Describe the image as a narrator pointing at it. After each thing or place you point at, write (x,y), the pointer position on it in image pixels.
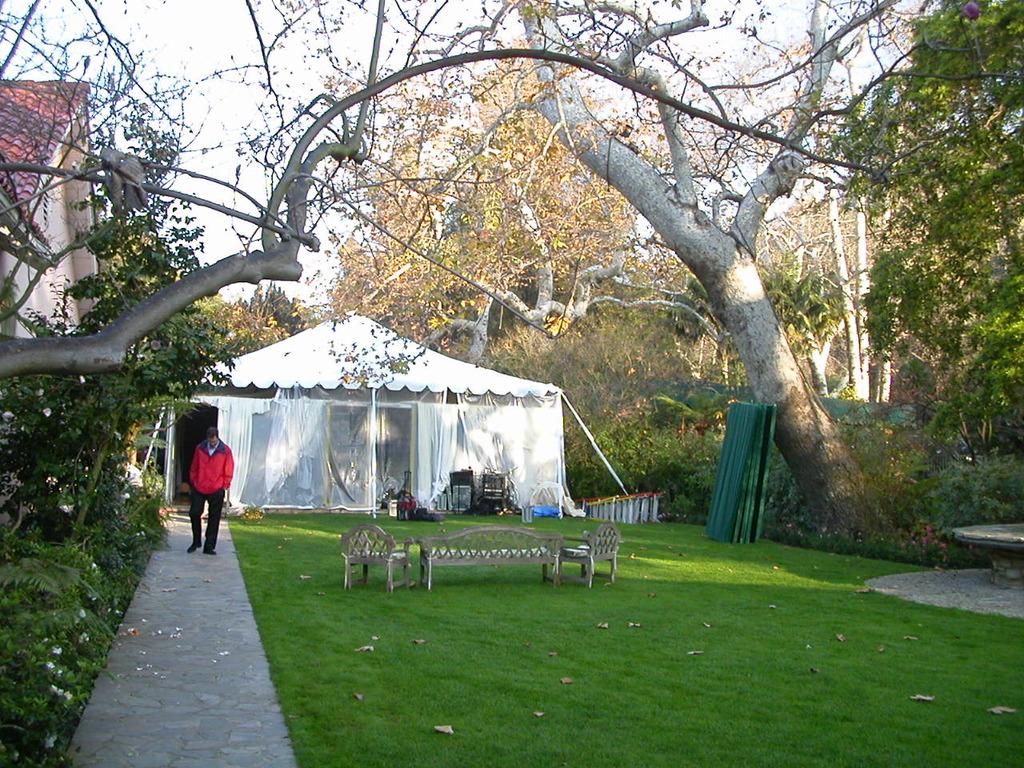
This picture is clicked outside. On the right (743,631) we can see the benches (546,550) and the green grass (820,670) and there is a trunk (640,179) of a tree (813,399), plants (668,445), trees (605,369), tent (450,393), curtains (551,440) and some other objects (428,513) placed on the ground (414,766). On the left (213,456) there is a person (212,468) walking on the ground (206,599) and we can see the plants (8,674), sky (231,26) and the house (81,254).
